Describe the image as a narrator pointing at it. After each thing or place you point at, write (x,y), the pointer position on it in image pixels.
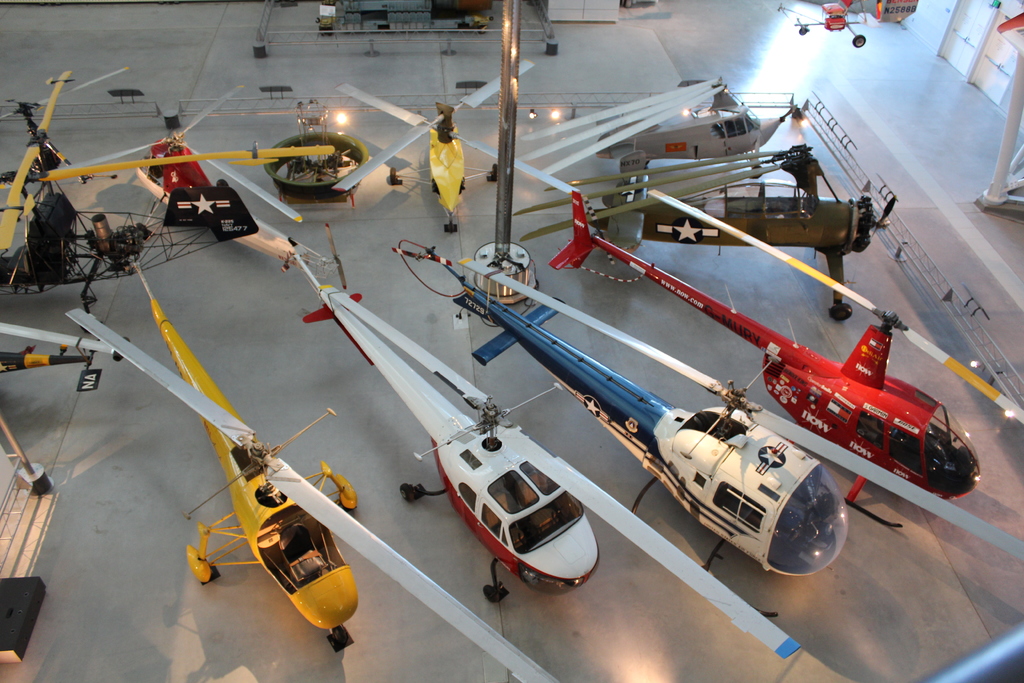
In the picture I can see the helicopters (454,183) on the floor (458,242). It is looking like a stainless steel pole (503,72) at the top of the picture (510,89). I can see the stainless steel scaffolding structure fencing (919,258) around the helicopters (839,504).
